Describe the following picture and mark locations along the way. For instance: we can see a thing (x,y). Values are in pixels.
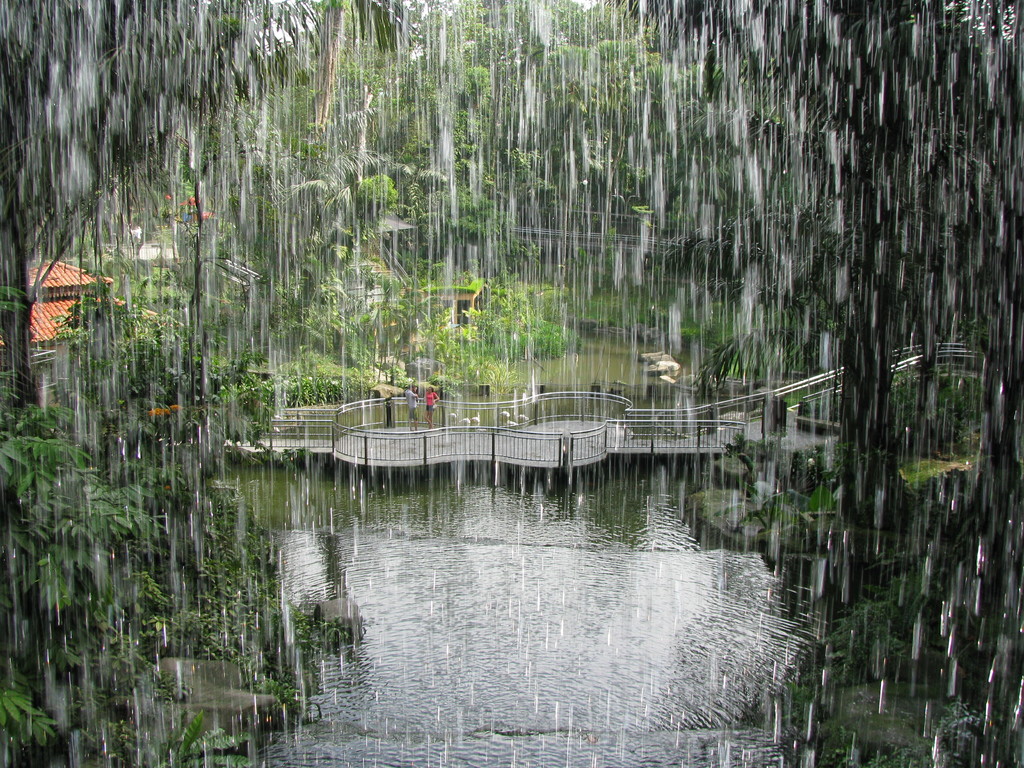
In the center of the image (488,412) we can see a bridge (551,431), on bridge (451,403) two persons (428,392) are standing. In the middle of the image (682,379) we can see rock (657,357), water (562,601) are present. In the background of the image (561,315) we can see some water droplets (243,211) and trees (327,188) are present. On the left side of the image (40,324) a house (58,319) is there.
